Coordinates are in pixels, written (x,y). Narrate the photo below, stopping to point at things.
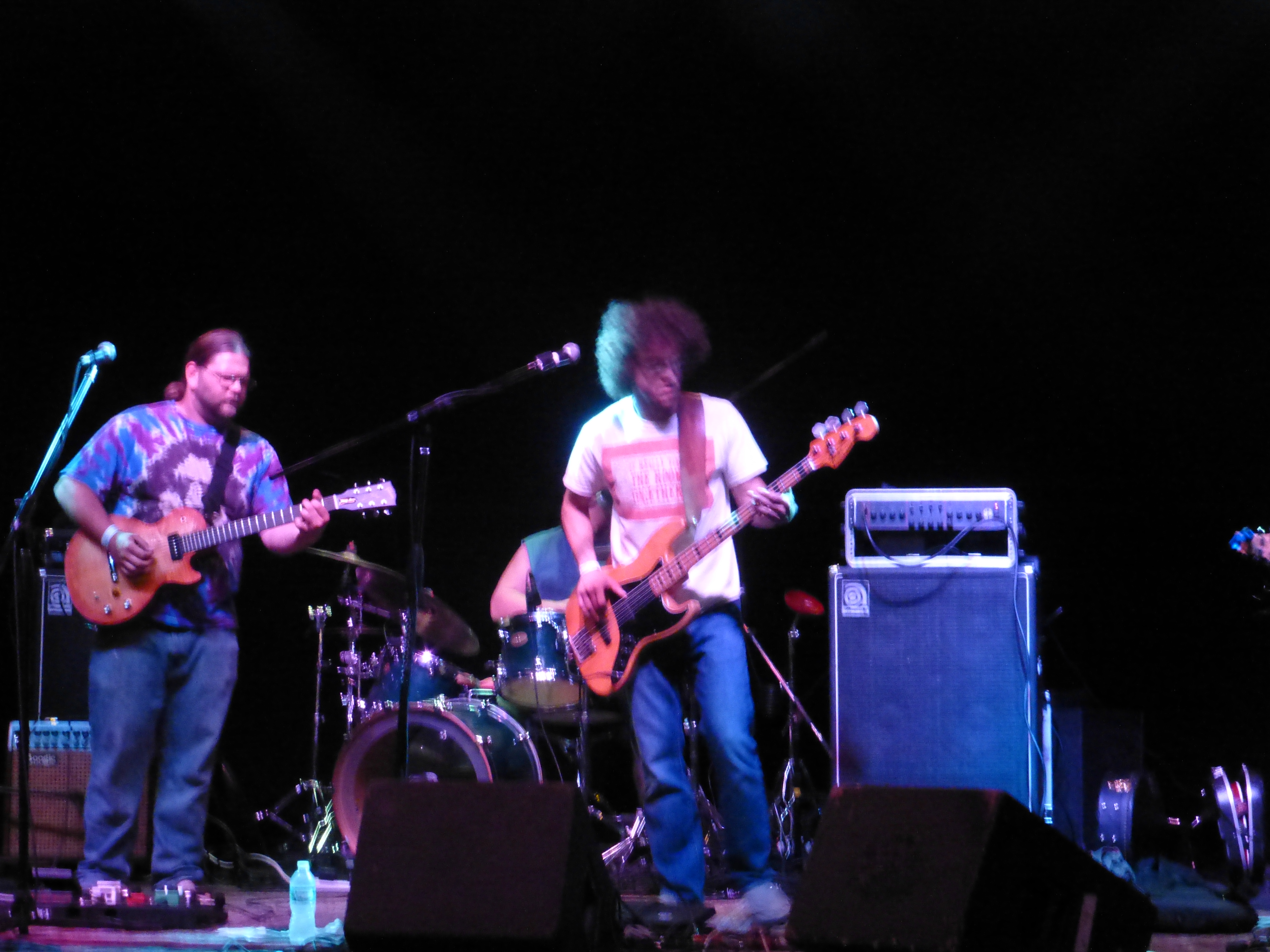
As we can see in the image there are three persons (195,616), musical drums (450,730), mics (532,365), guitars (83,582) and a bottle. The image is little dark. The two persons (234,594), one on the left (200,556) and other on the right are playing guitars (613,592). The person (547,579) in the back (547,579) is playing musical drums (475,739).
